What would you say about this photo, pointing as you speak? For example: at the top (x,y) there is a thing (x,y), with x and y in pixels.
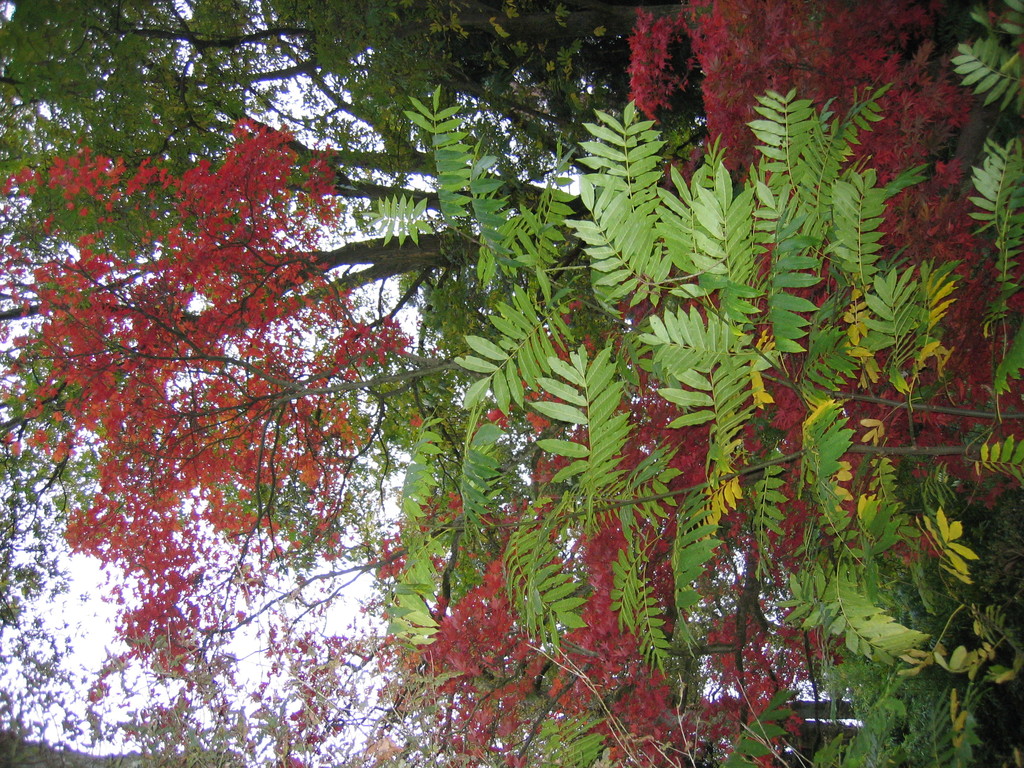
In the image we can see some trees (376,27). Behind the trees (373,27) we can see the sky (118,581).
